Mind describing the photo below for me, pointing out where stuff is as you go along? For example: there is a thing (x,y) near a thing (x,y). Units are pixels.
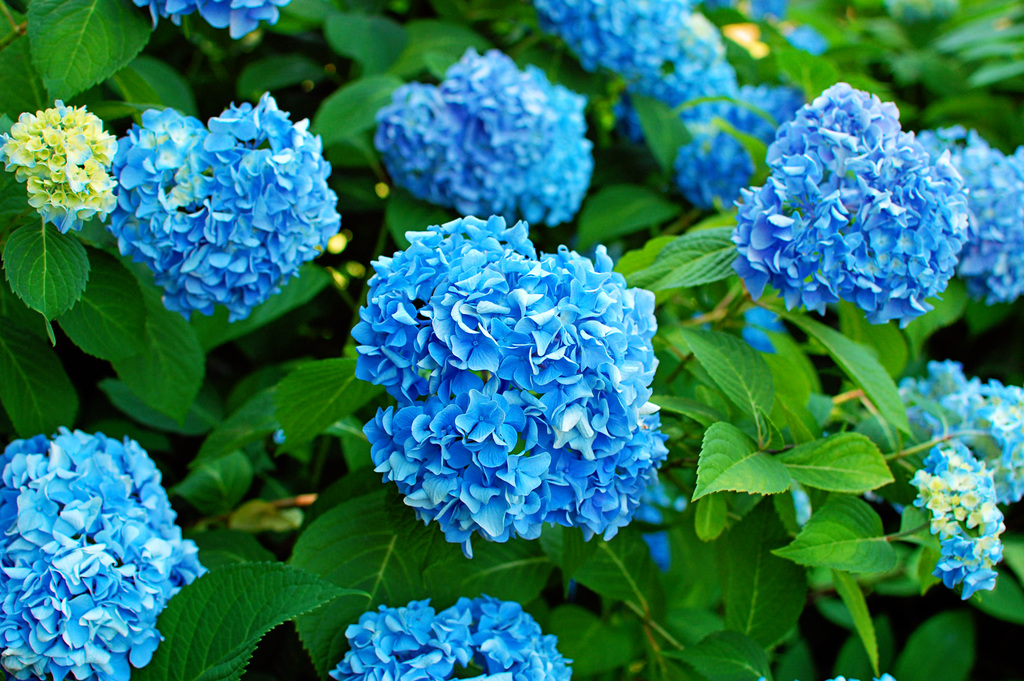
In this image I can see floral plants (423,533).
